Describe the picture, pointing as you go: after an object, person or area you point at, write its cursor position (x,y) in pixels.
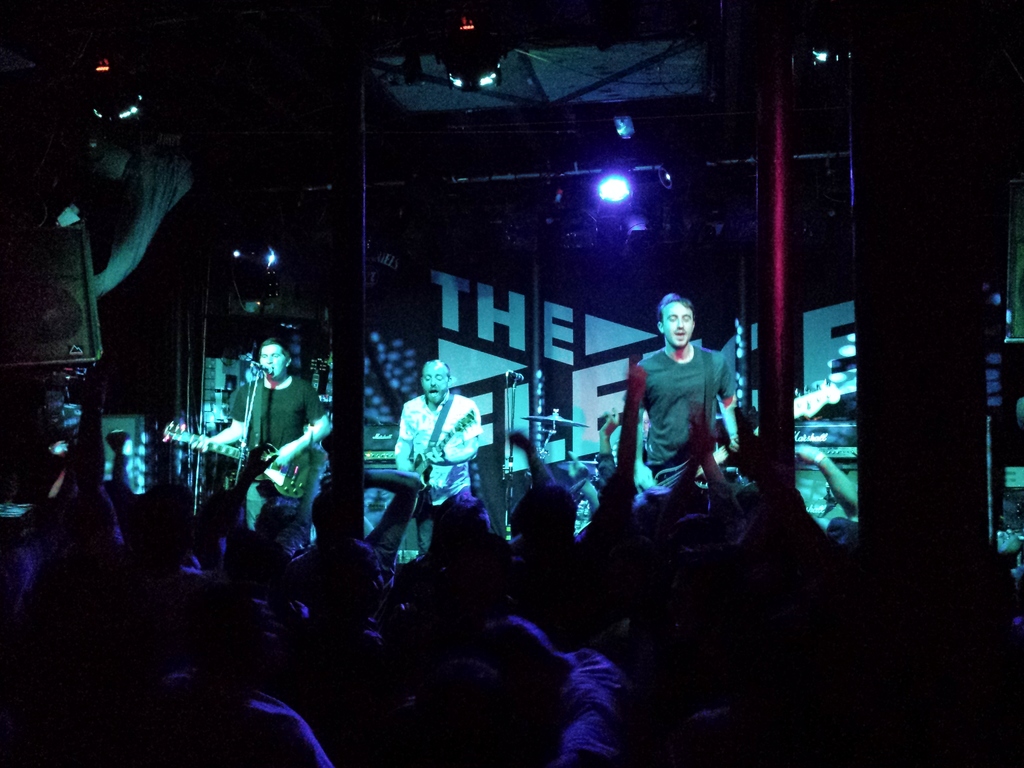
In this image we can see three men (274,381) standing in front of the mics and playing the guitars (278,484). We can also see the people (223,546) at the bottom (550,591). We can see the lights (622,130), poles (575,168).
